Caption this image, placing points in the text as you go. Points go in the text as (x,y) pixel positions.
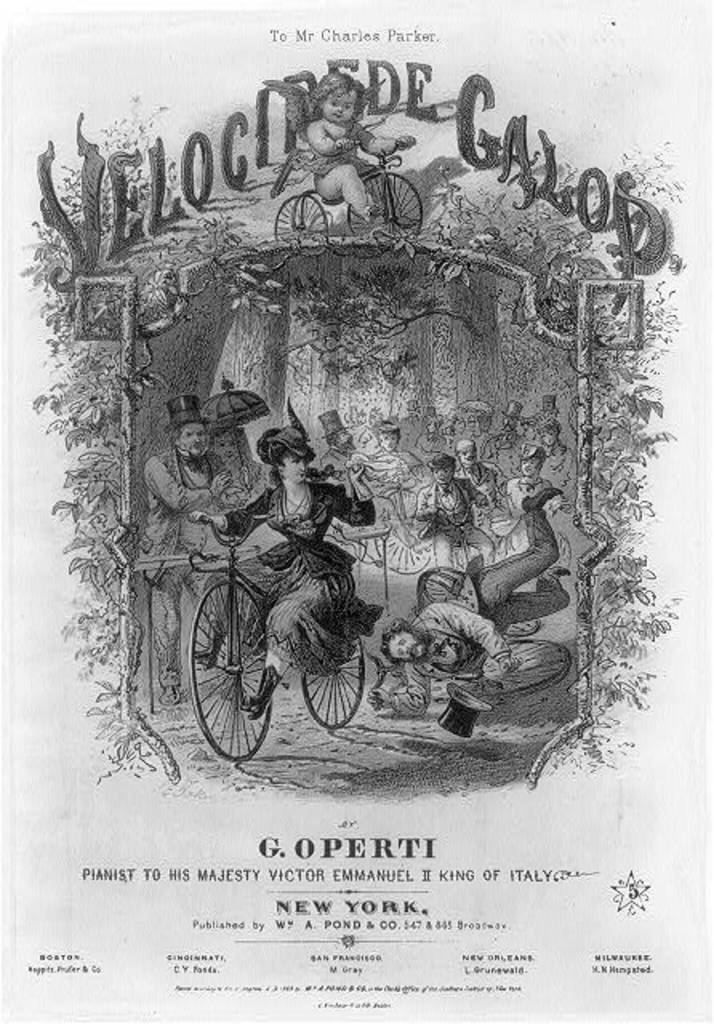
In the foreground of this poster, there is some text (372,93) on the top (390,76) and bottom and we can also see a woman (298,608) riding bicycle (339,663) and trees (429,397) and persons (477,498) in the background (434,490).
